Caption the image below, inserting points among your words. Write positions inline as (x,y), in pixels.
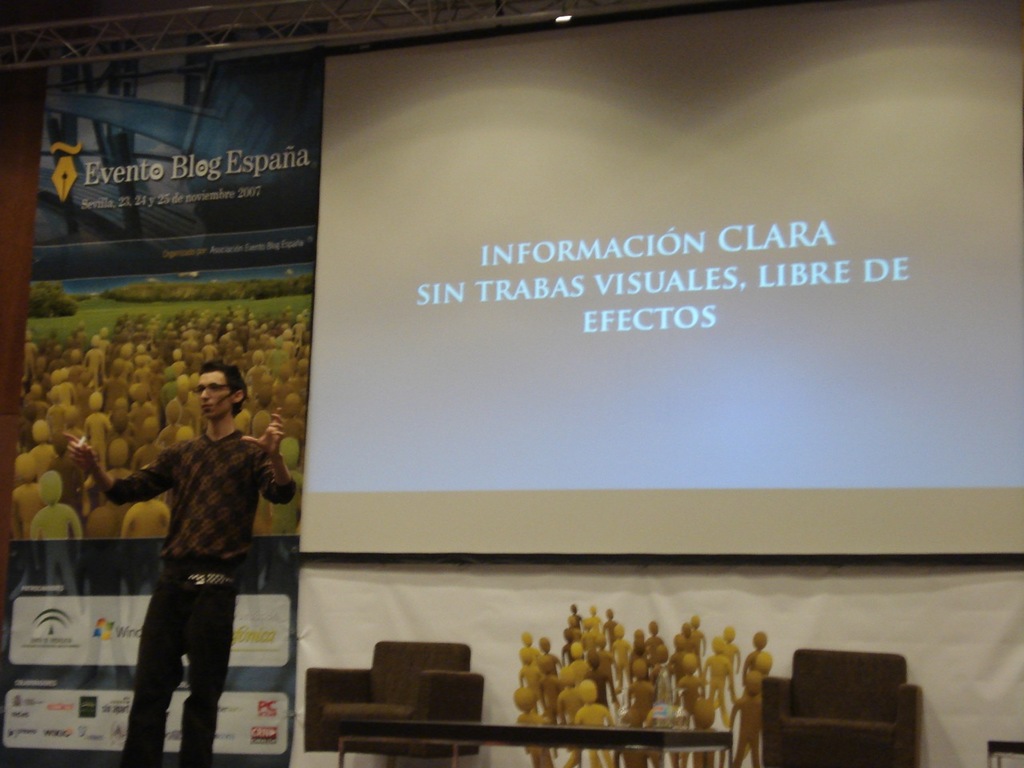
There is a man (205,570) stood and talking behind him there is a screen (678,340) and a banner (234,255), it might be on stage (706,720). There is a cushion chairs (422,689) on either sides of screen (379,440).
